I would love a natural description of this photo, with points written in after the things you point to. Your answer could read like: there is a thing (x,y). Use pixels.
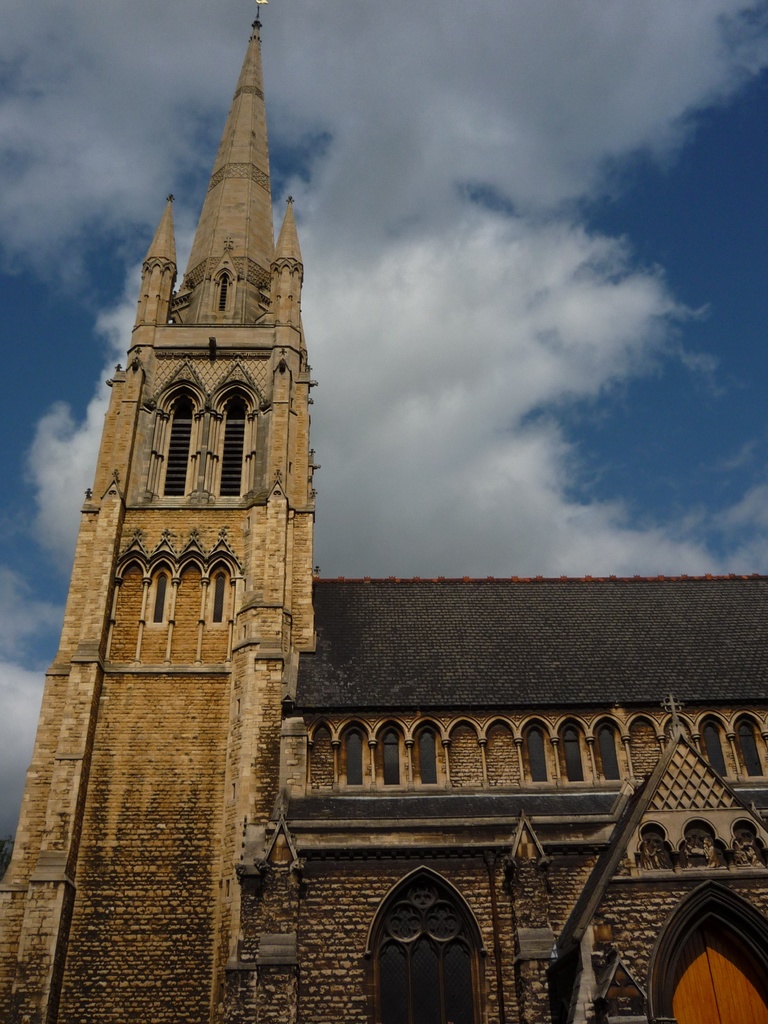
In this picture I can see building (256,339) and a blue cloudy sky (491,345).
